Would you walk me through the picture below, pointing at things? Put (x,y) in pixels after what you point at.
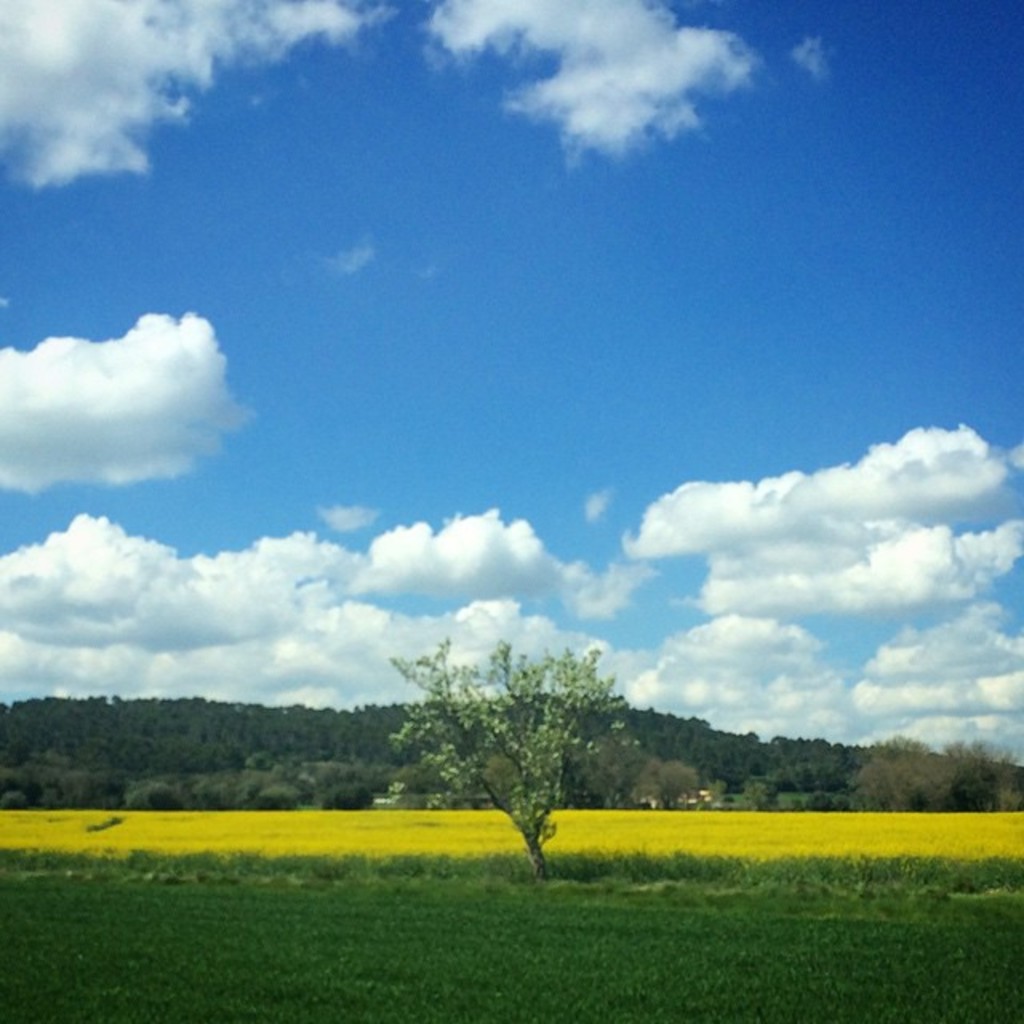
in this image we can see grass (324,888), trees (491,792), hills (398,766) and sky (590,372) with clouds (666,506).
